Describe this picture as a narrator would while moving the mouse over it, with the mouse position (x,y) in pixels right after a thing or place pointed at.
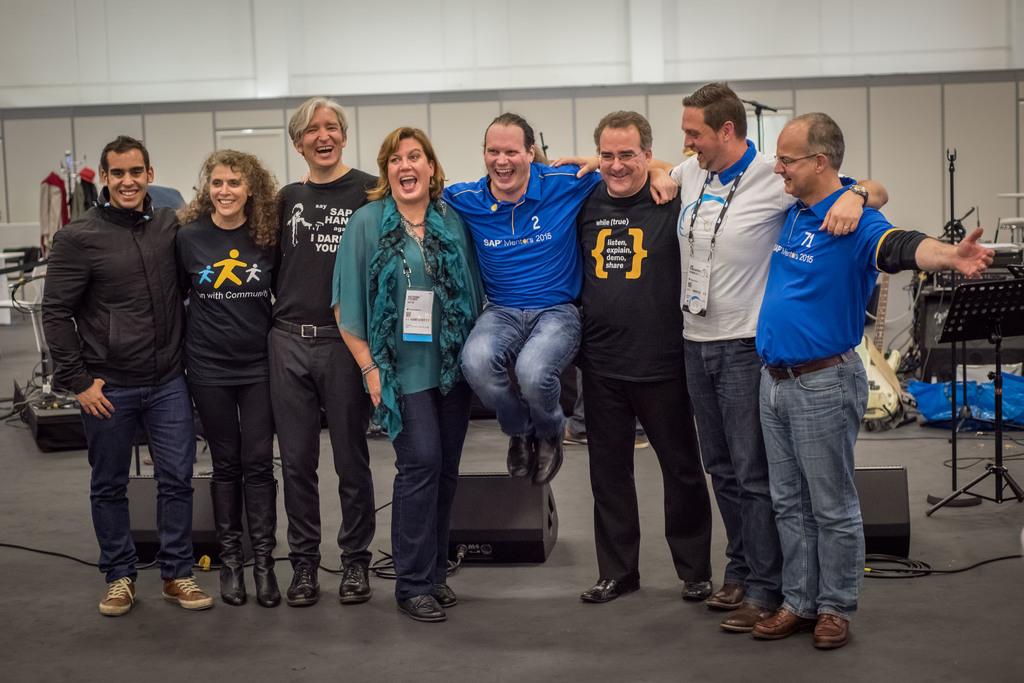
In this picture I can see group of people (418,383) standing, there are speakers (960,350), cables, mike stands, there is a musical instrument (883,310), there is a musical book stand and there are some other items (1009,383), and in the background (592,97) there is a wall (481,97).
